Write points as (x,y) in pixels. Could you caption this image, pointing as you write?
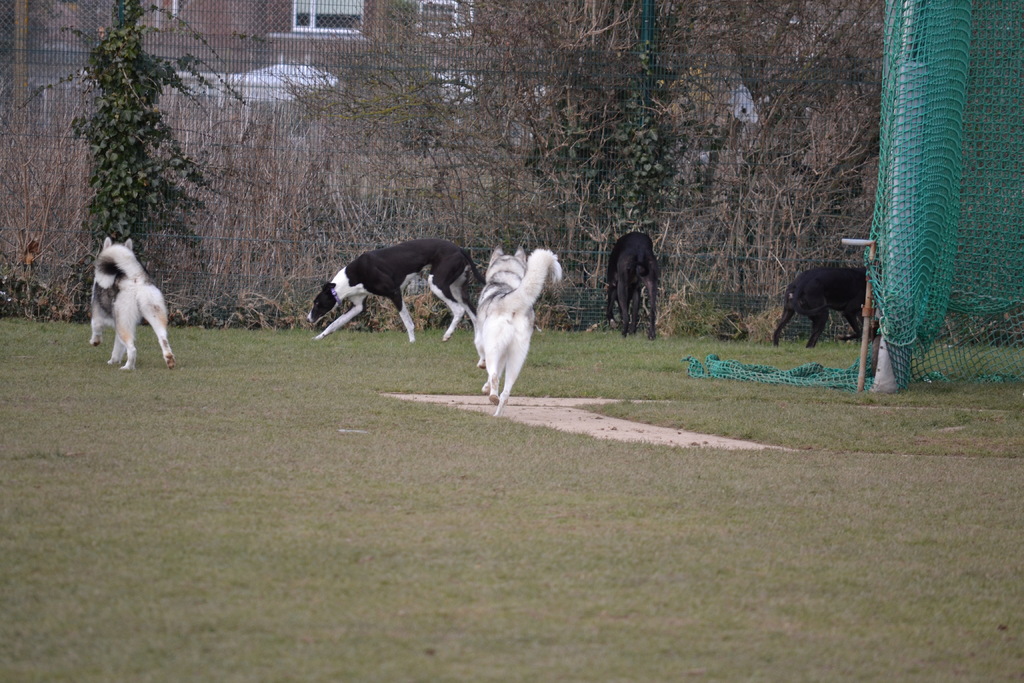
This image consists of dogs (359,270). In the background (327,196) there are trees (195,176), there is a building (250,63). On the right side (964,203) there is a net (963,219) which is green in colour and on the ground (326,499) is grass (598,510).
